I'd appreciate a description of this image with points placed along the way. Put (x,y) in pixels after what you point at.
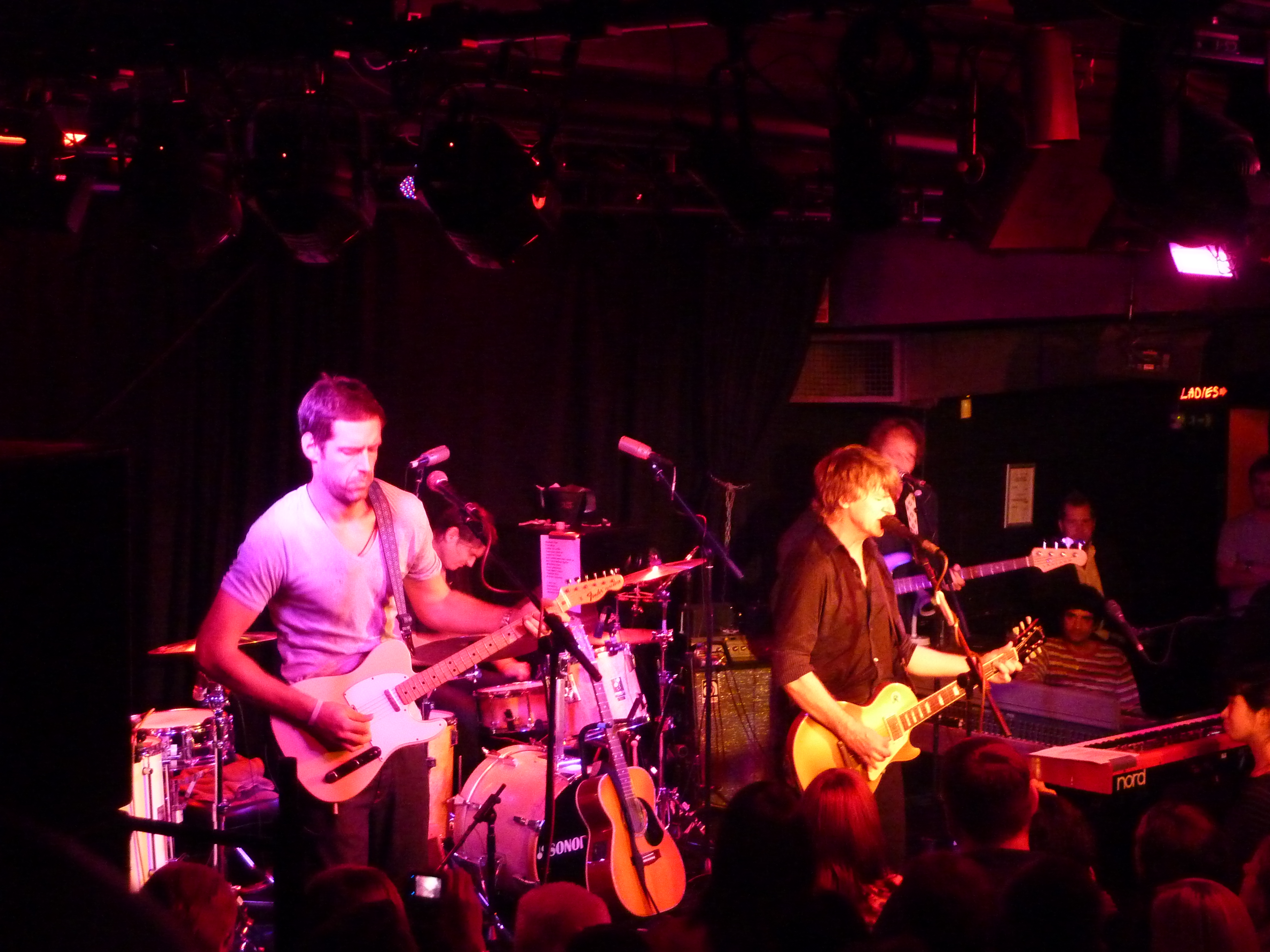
It looks like a music show there are musicians (354,518) playing music with guitars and other musical instruments (540,730) there is a lot of lighting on them in the background (102,295) there is a dark cloth (543,347).
